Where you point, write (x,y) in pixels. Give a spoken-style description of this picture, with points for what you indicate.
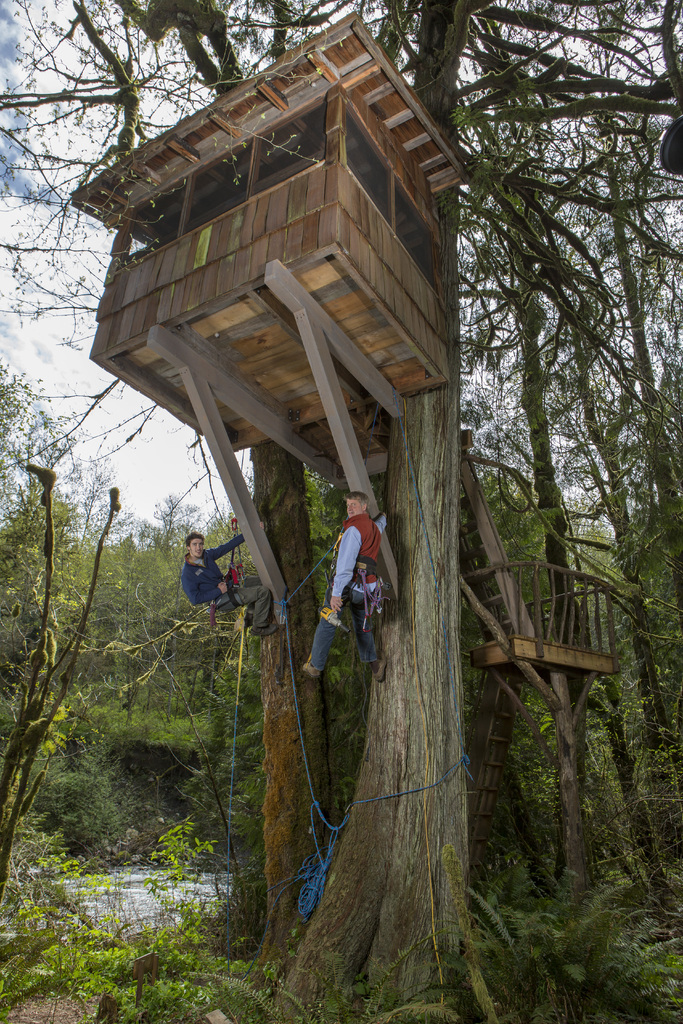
In this image I can see two persons (350,575), the person (358,566) at right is wearing maroon and blue color dress (374,553) and the person (195,576) at left (207,577) is wearing blue and gray color dress (204,584). Background I can see the tree house (126,296), trees (506,834) in green color, the water (169,872) and the sky (152,478) is in white color.
